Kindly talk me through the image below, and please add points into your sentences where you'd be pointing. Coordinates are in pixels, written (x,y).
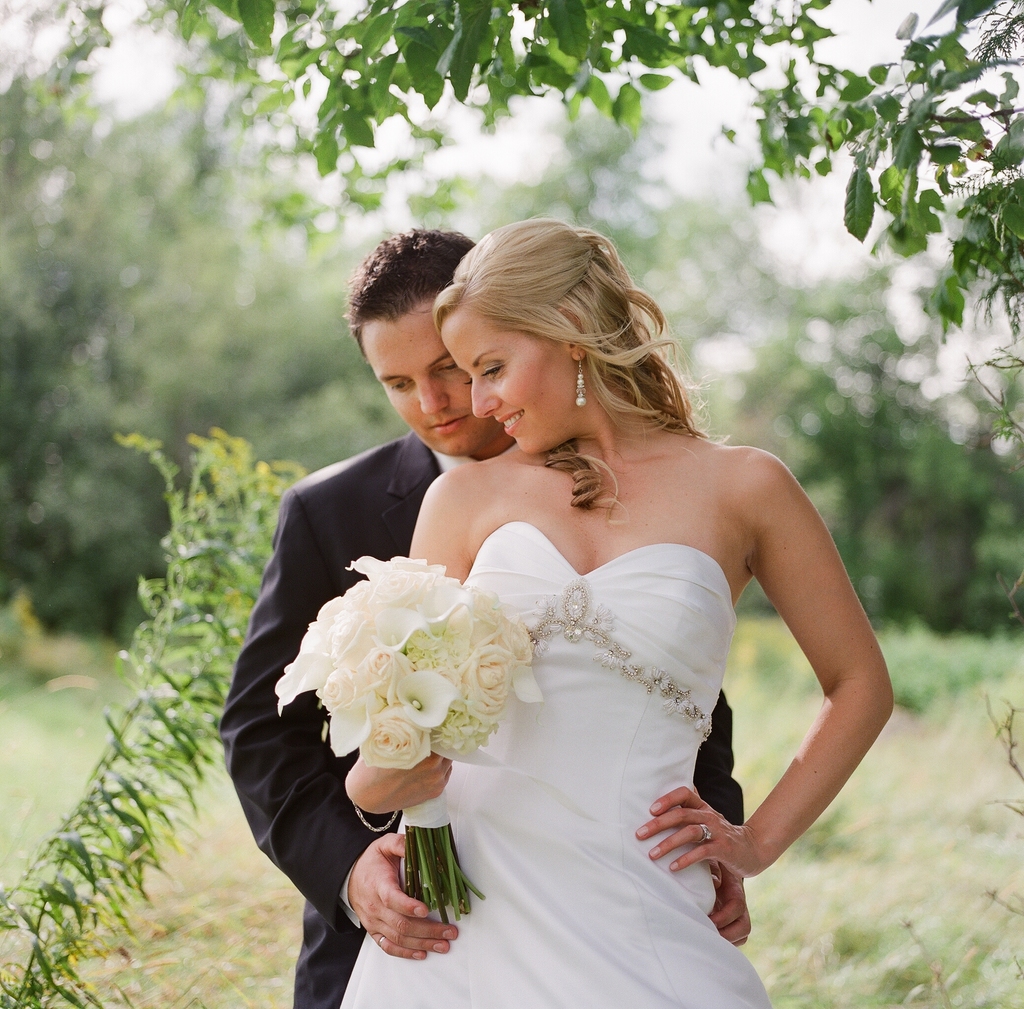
In this image, we can see a man (401,544) and a lady (592,716) and the lady (516,796) is holding flowers (416,742) in her hand (430,781). In the background (826,83), there are trees (814,115) and at the bottom (858,905), there is ground (869,900).
